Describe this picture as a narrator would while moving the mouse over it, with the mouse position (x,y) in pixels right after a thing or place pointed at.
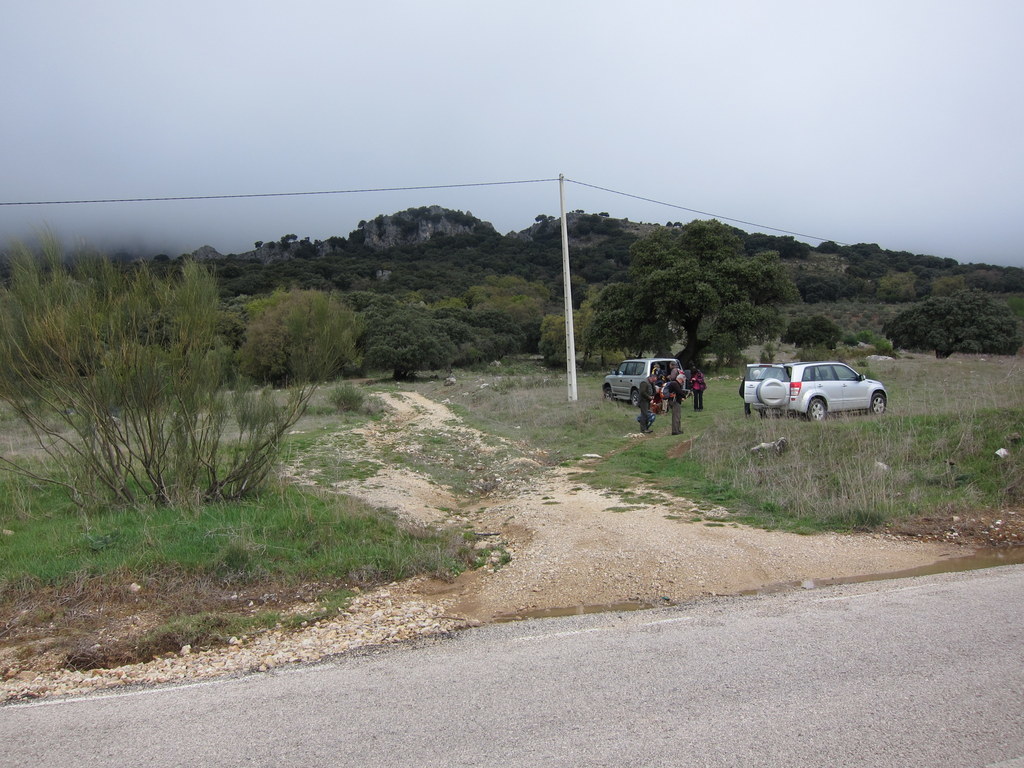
In this image I can see two vehicles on the grass (699,429). To the side I can see the group of people (678,418). To the left (185,457) I can see the trees (191,412). In the background (469,338) I can see the pole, many trees (476,317), mountains (401,219) and the sky (402,157).
